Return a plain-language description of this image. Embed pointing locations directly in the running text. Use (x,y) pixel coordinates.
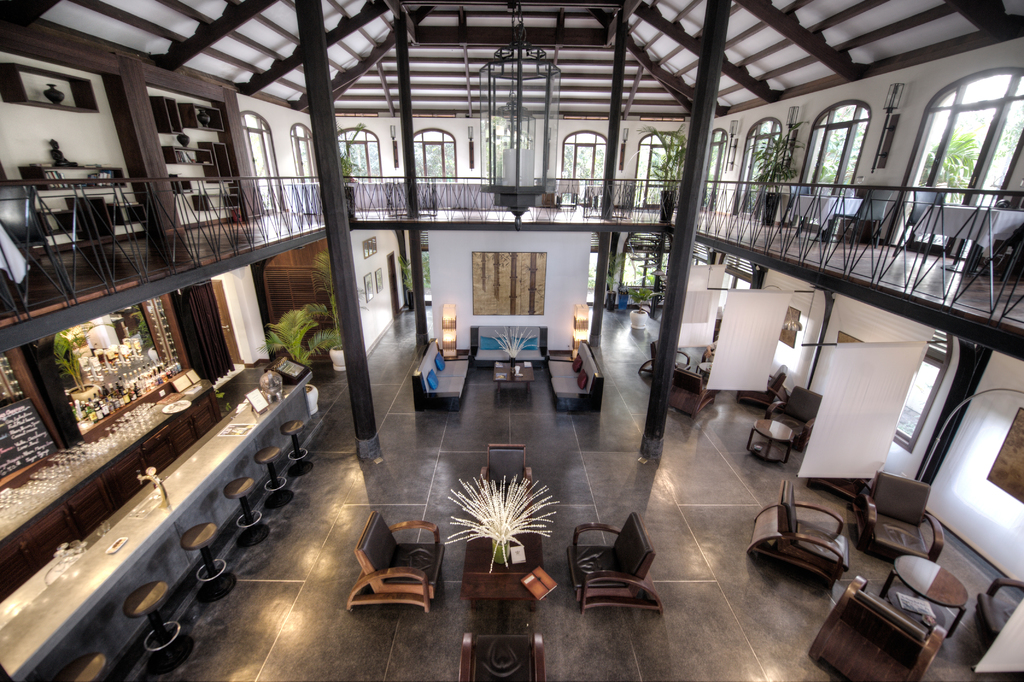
In this image I can see the interior of the building (449,454) in which I can see the floor (455,465), few stools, few chairs (501,463), few couches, few tables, few glasses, few plants (309,333), few pillars (361,374), the railing (210,191), few frames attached to the walls (360,257), few lights (454,324), few white colored clothes (834,393) and few windows (948,126) through which I can see few trees (587,172) and the sky (930,141).
